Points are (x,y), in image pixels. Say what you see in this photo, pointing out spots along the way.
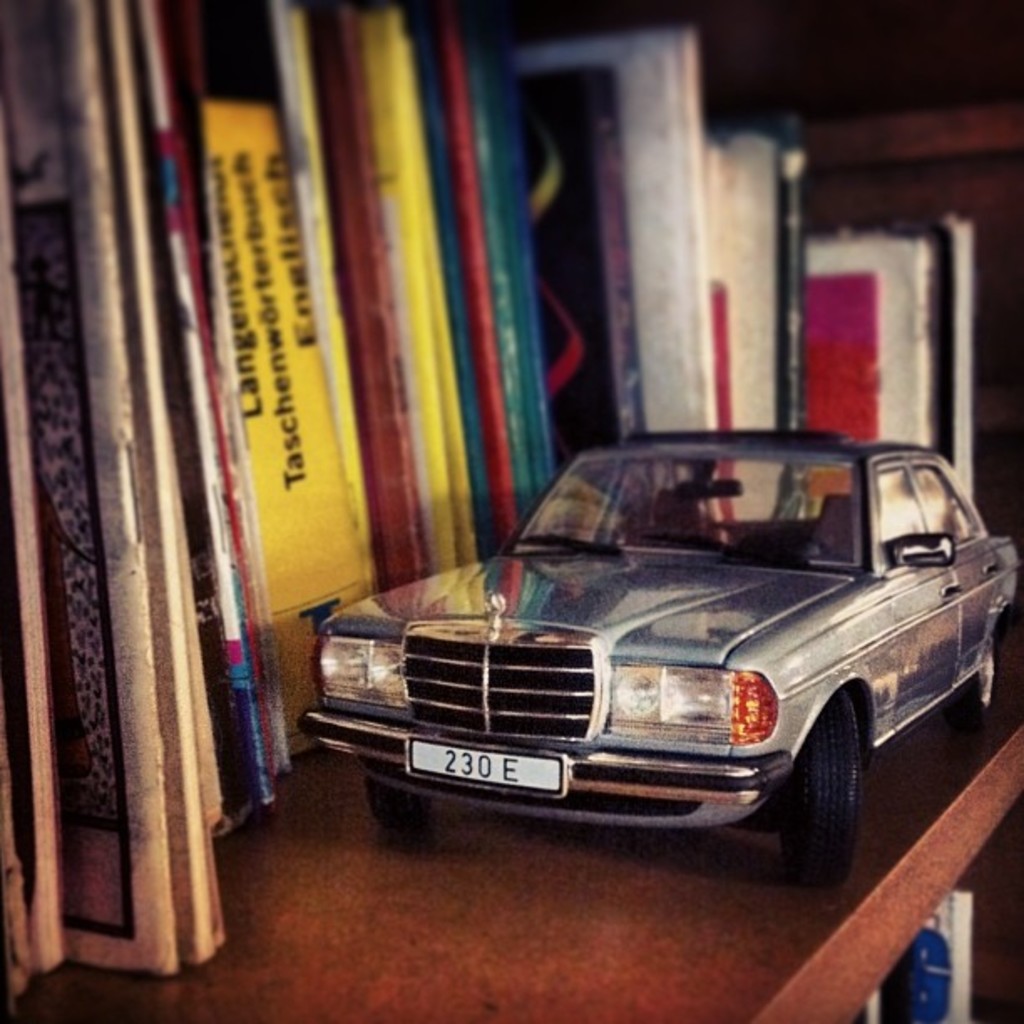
In this image there is a shelf (683,951) with so many books (393,433) and also there is a small car (987,704) in front of books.
